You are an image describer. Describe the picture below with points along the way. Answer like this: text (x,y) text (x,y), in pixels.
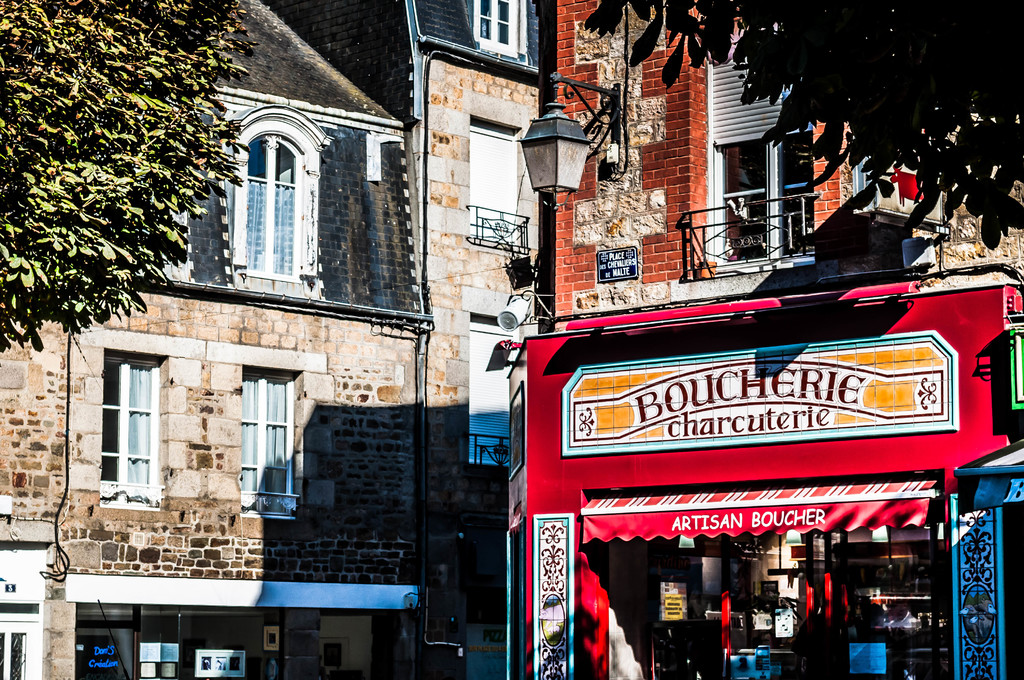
This is an outside view. On the right side (920,464) there is red color board (691,378) on which I can see some text (840,378). This is looking like a stall (718,575). In the background (453,285) there are few buildings (425,396). At the top (729,31), I can see the trees (858,67).
